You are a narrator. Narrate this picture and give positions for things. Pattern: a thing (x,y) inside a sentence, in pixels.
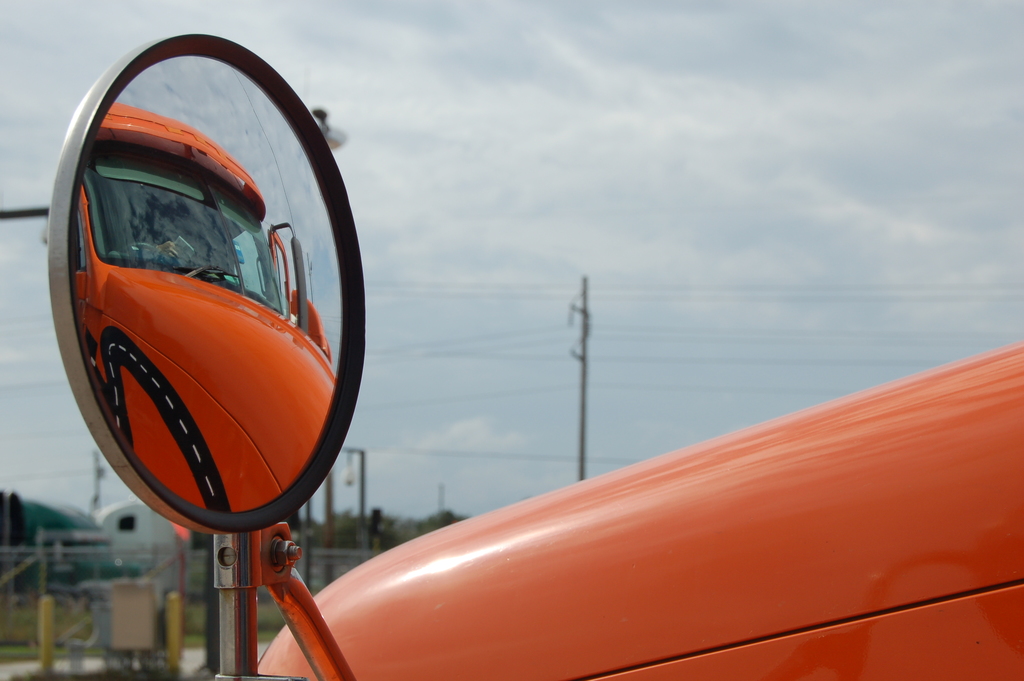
Here I can see a mirror (264,312) of a vehicle (541,594) which is in orange color. Inside the mirror (123,331) I can see the reflection (179,361) of this vehicle (565,577). In the background (336,527) there are some poles (326,511) and trees (356,529). On the top of the image (671,104) I can see the sky (513,115).
